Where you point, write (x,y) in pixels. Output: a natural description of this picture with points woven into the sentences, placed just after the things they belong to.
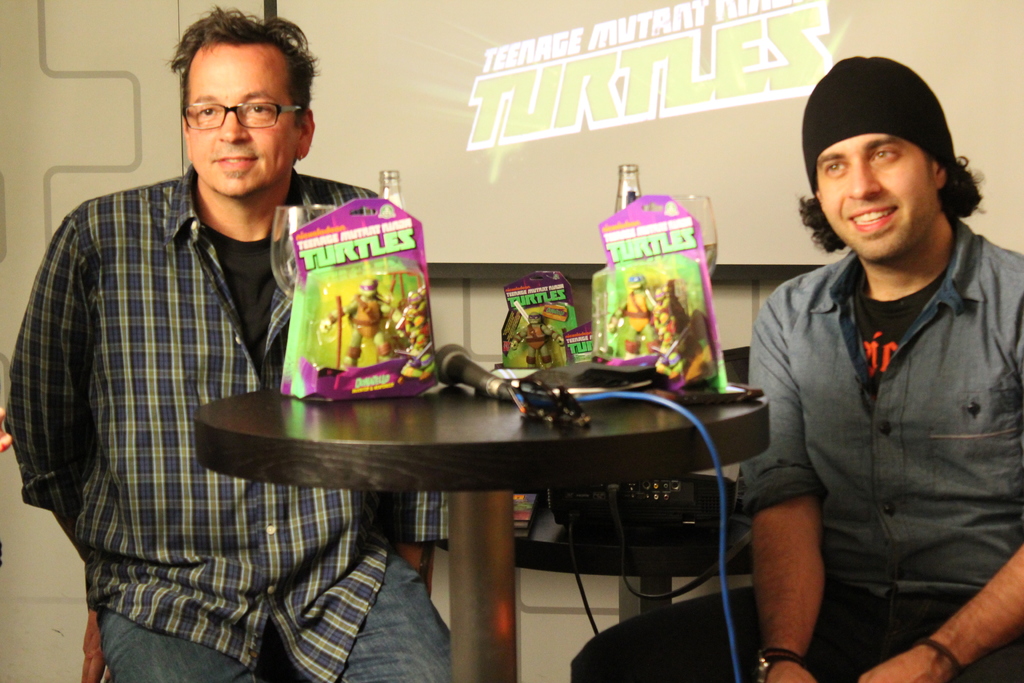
There are two men (947,298) sitting together in front of a table (431,436) when there are so many packets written turtle on it.
